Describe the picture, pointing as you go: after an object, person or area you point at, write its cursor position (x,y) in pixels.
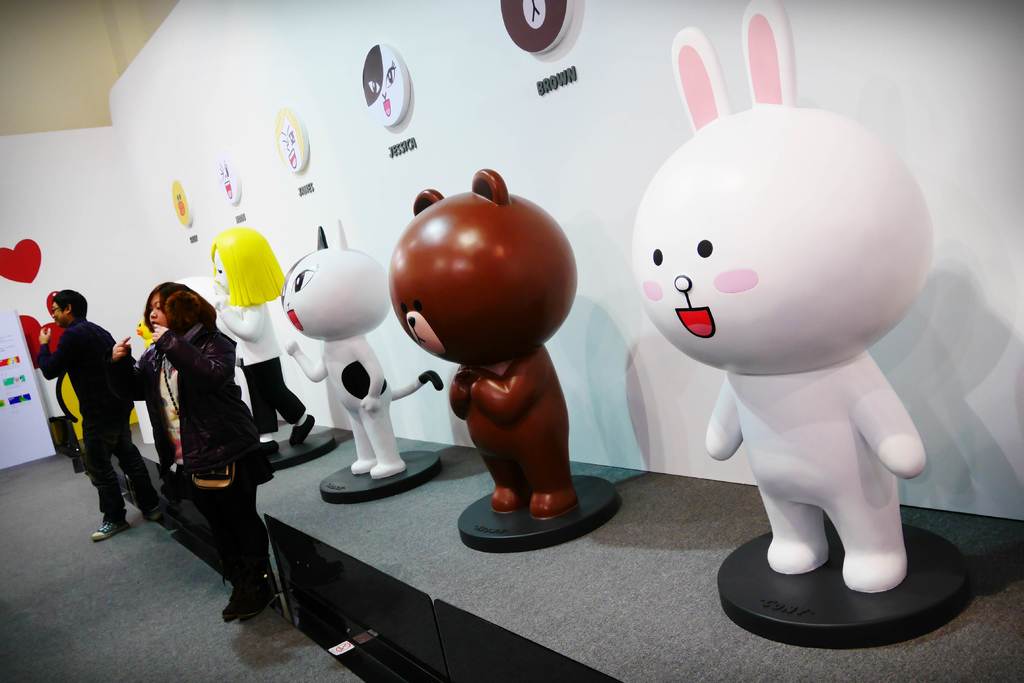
In this image we can see some dolls (503,415) which are placed on the platform (445,517). We can also see a man (115,454) and a woman (208,503) standing beside them. On the backside (20,274) we can see a sticker (33,268) and some frames (188,206) to a wall (239,114).
